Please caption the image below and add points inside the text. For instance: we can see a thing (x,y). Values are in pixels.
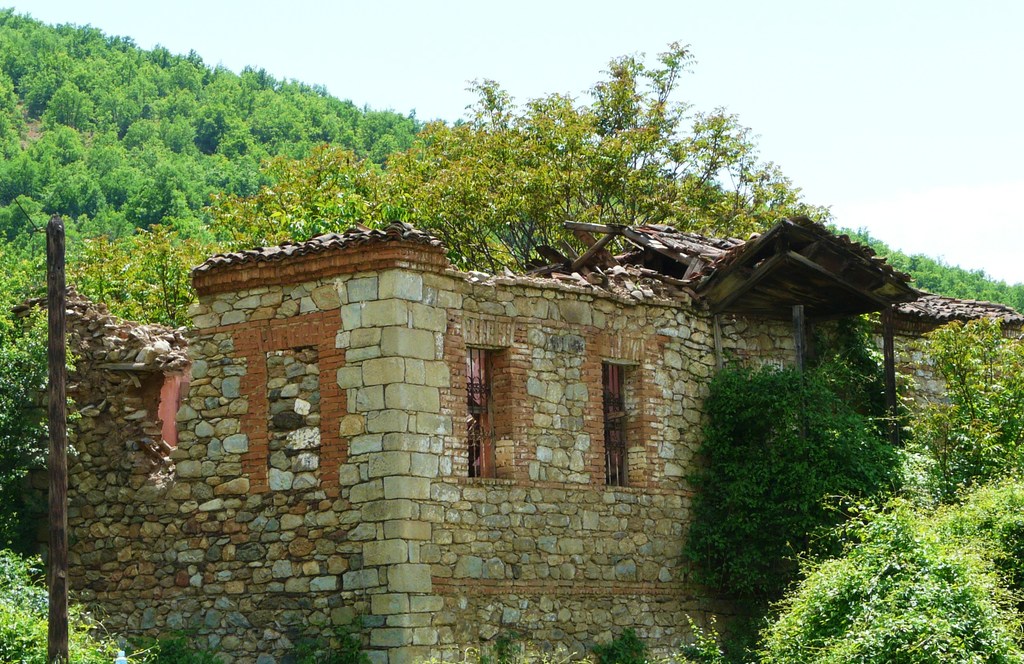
In the center of the image (490,414) we can see a cottage (549,410). In the background (190,193) there are trees (955,382). At the top (473,61) there is sky (756,69).
